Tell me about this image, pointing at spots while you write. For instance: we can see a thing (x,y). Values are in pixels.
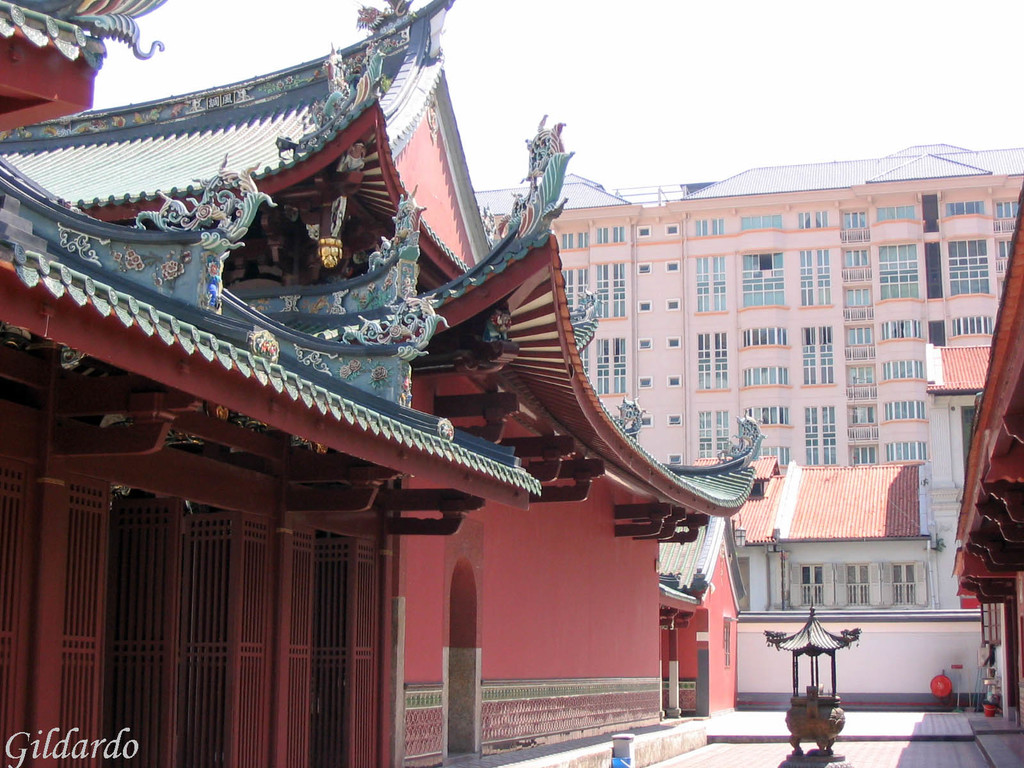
In this image I can see the ground (898,728), few buildings (568,539) which are red, blue, orange and green in color, an object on the ground (894,744), a red colored lantern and few windows (903,415) of the buildings (800,344). In the background (781,97) I can see the sky (664,57).
